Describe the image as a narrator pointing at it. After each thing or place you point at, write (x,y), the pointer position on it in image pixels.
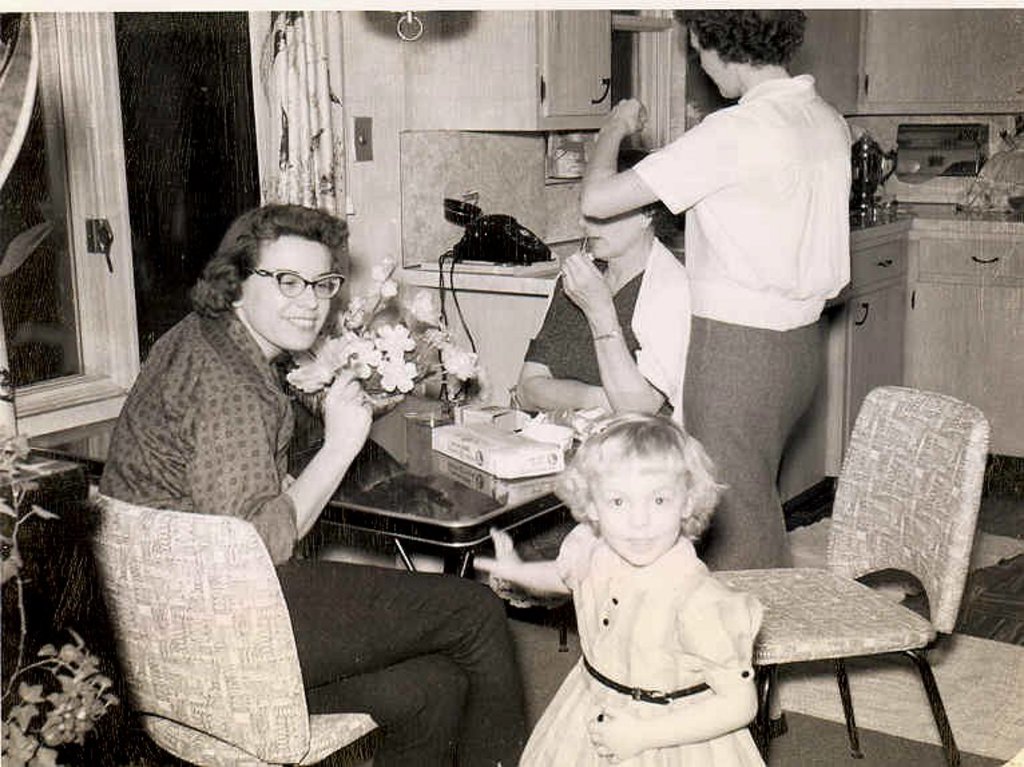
In this image I can see four people (574,391) in-front of the table (401,459). On the table (415,526) there is a flower vase (356,357) and some objects (480,435). There is also telephone (516,239) and the window (41,205).
